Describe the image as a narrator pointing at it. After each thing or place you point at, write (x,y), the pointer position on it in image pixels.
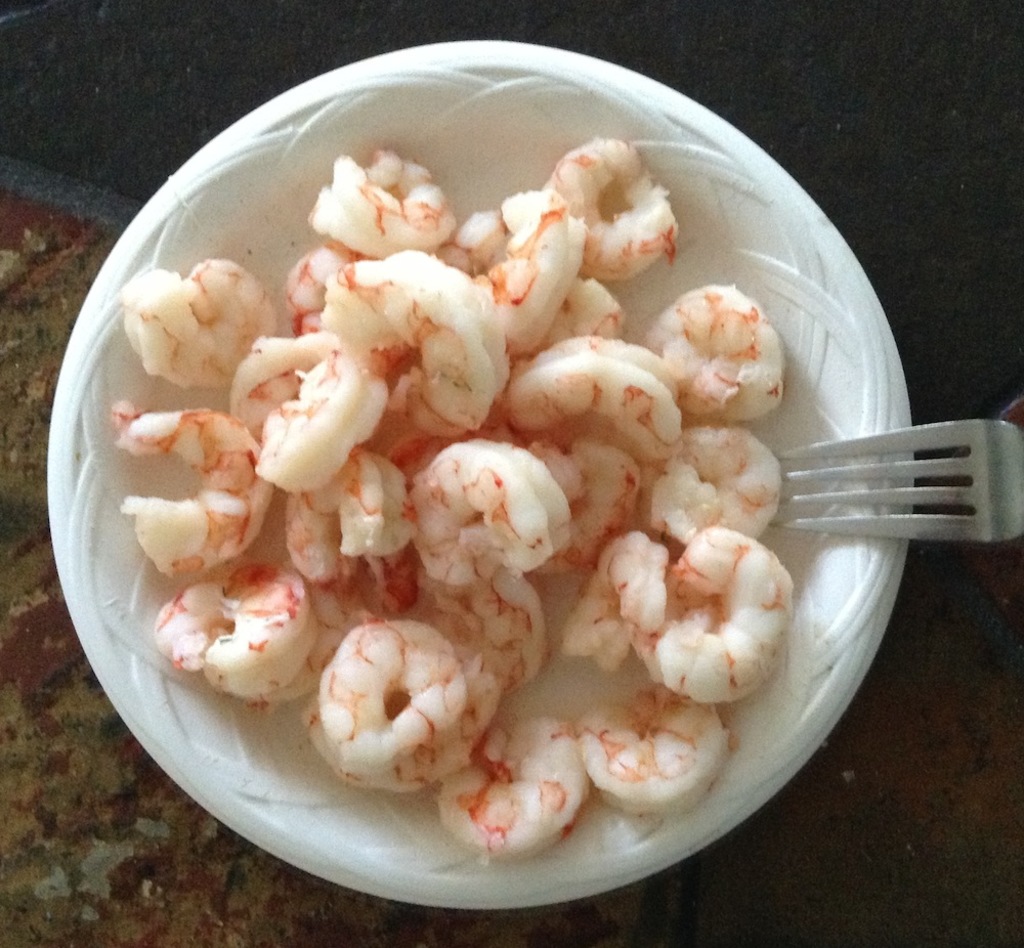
In this image, we can see prawns (594,593) and fork (921,533) are on the white plate (829,377). This white plate (216,718) is placed on the surface (10,644). Top of the image (538,27), we can see some cloth (133,153).
